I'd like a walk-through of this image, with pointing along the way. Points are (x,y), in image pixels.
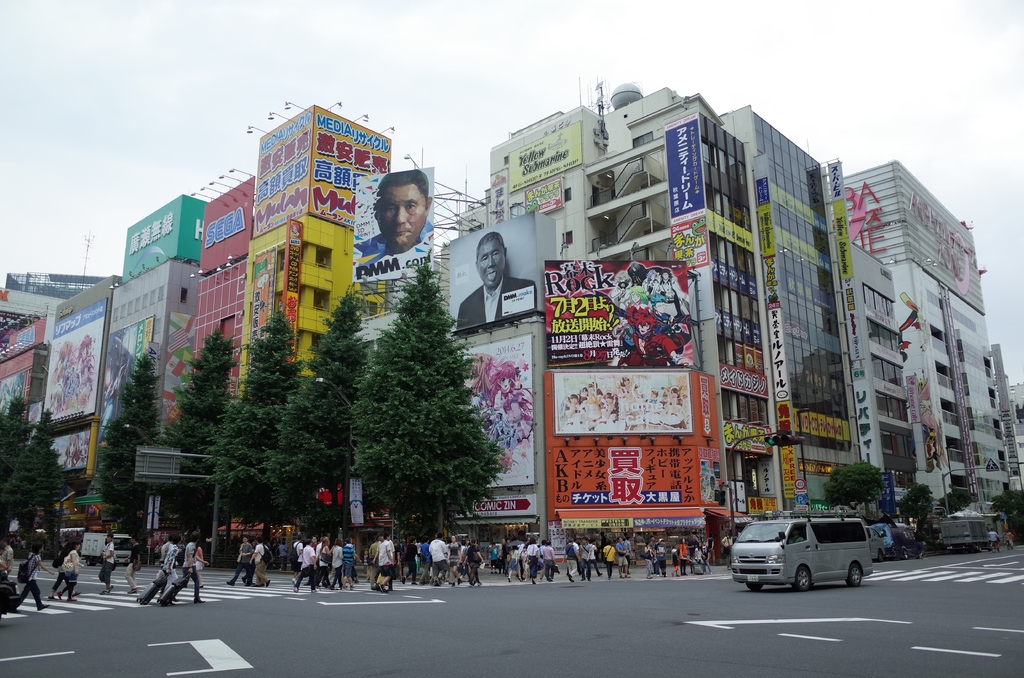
In the center of the picture (533,287) there are buildings (344,272), hoardings (598,424) and trees (328,462). In the foreground of the picture (354,612) it is road (351,637), on the road (424,585) there are people (682,571) and vehicles (754,548). sky (579,59) is cloudy. On the right (951,546) there are trees (967,501), vehicles (965,538) and a street light (942,508).
